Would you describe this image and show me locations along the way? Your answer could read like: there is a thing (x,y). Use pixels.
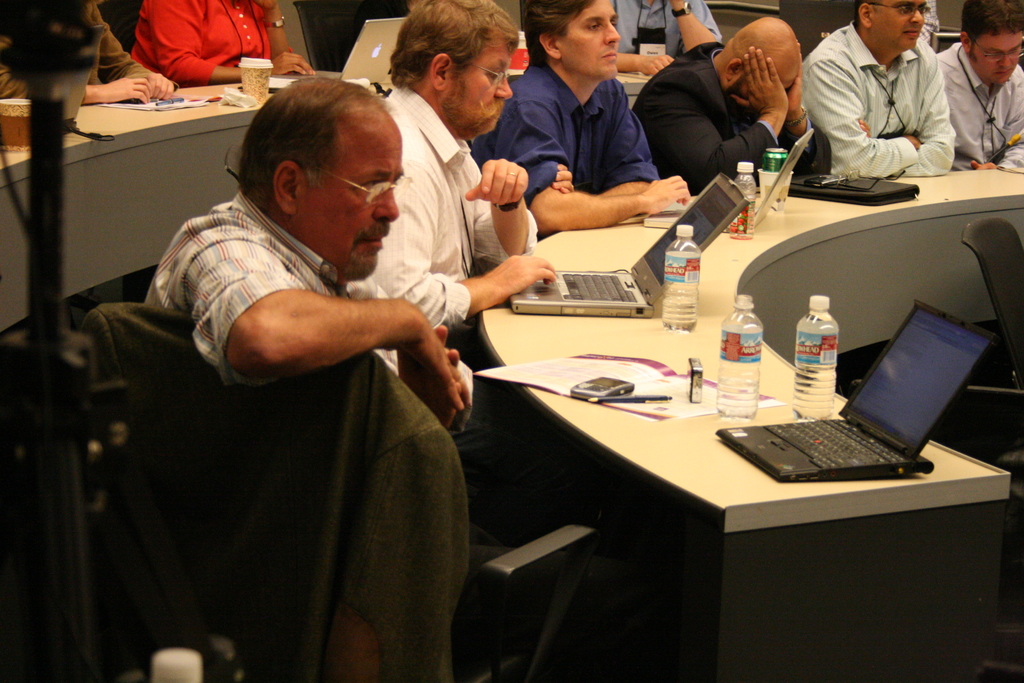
There is a group of people (655,178). They are sitting on a chairs (513,596). They are wearing a id cards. Some persons (232,264) are wearing a spectacle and watch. There is a table (621,318). There is a bottle (744,305), laptop (736,204), paper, pen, cup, tissue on a table (820,218).
